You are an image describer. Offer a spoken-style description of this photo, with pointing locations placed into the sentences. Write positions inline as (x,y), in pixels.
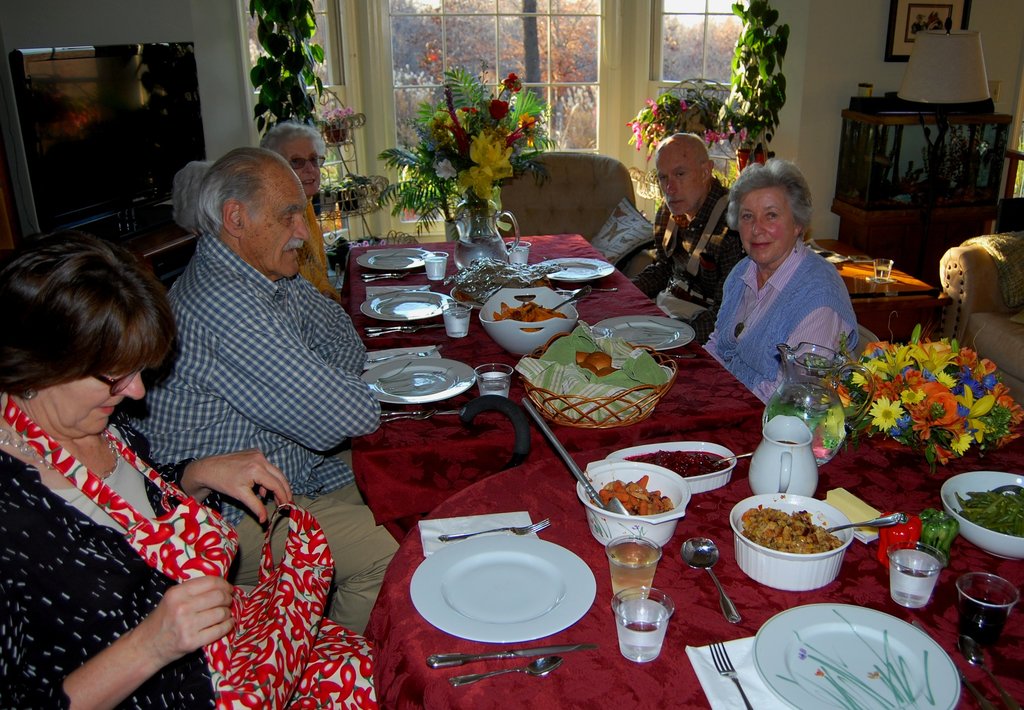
A family (233,332) is sitting at a dining table (789,605) and about to have their food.
